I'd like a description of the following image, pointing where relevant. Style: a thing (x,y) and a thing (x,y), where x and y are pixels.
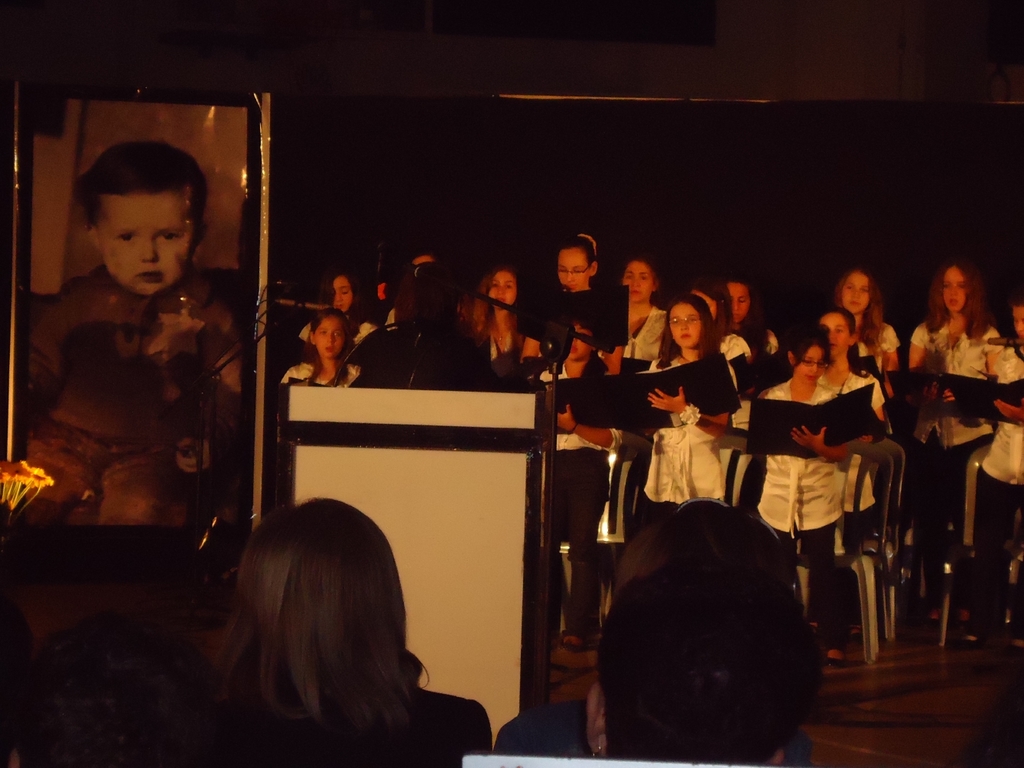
On the left side of the image (63,325) there is a photo (196,283) of a little boy (189,337), beside that there are a few people (924,350) standing in front of their chairs (626,487) and holding file (790,448) in their hands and there is a table (440,518), in front of the table (433,587) there are a few people (704,697) sitting. The background (402,174) is dark.
